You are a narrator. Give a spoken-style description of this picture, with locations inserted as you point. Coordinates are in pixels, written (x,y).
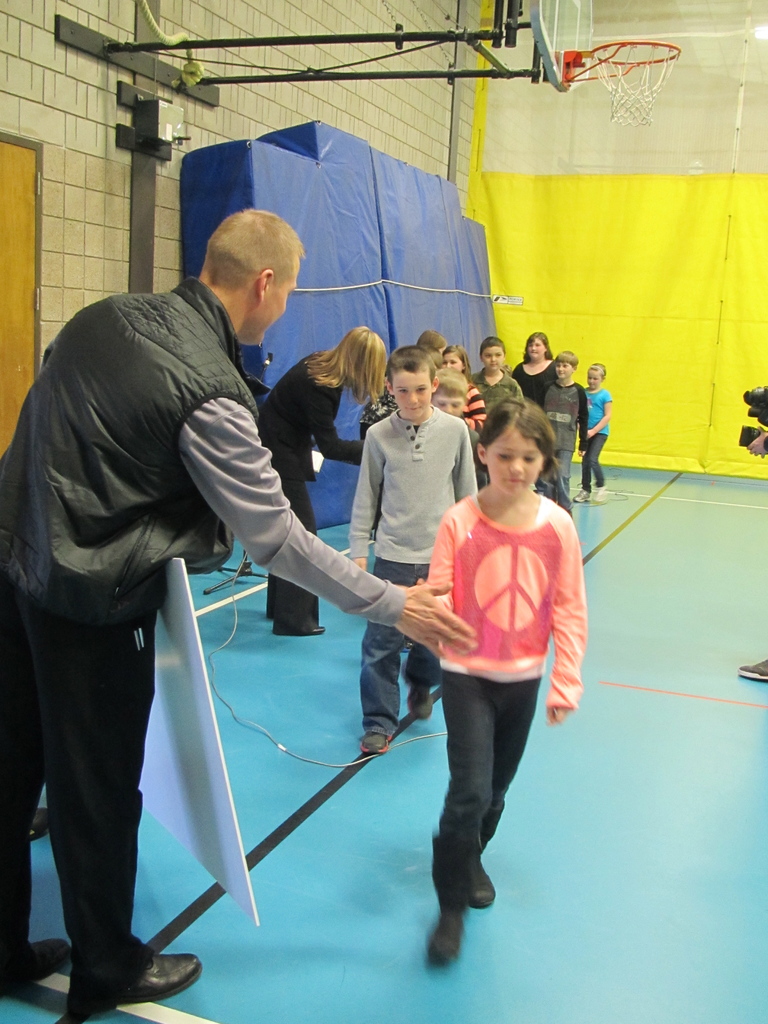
In this image there are persons (233,438) standing and walking and there is a board (203,781) which is white in colour. In the background (471,238) there are curtains (555,265) which are blue and yellow in colour and on the top (569,54) there is a basketball net (637,82). On the right side (766,441) there is a person (753,451) holding a camera (753,439). On the left side (83,160) there is a wall (64,224) and there is a door (14,250).
